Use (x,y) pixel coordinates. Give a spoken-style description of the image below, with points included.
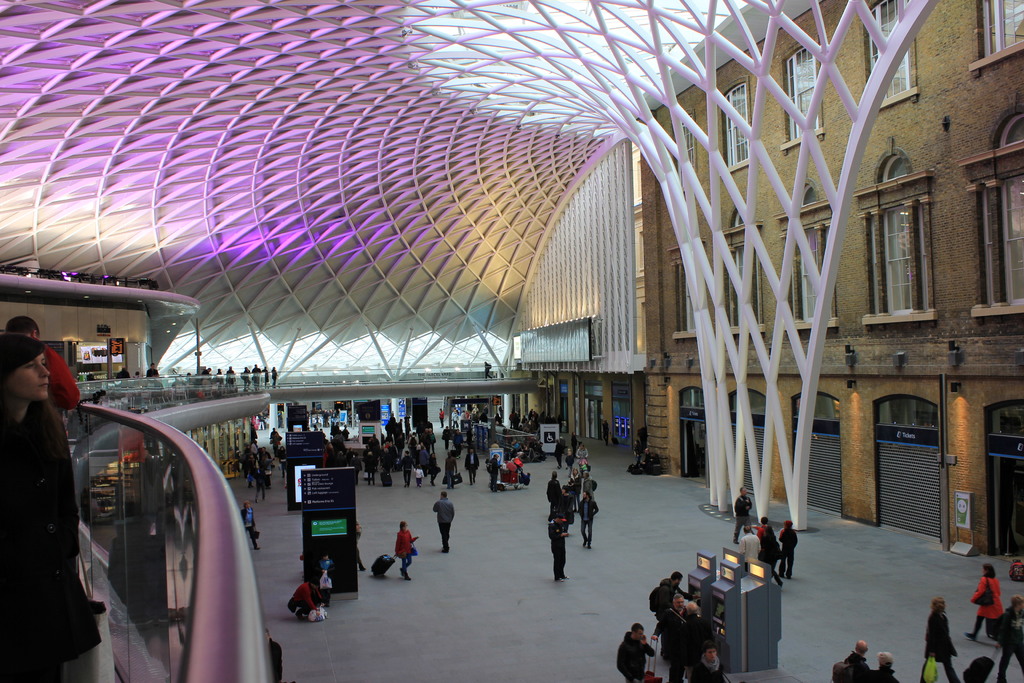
In this image I can see the group of people (325,591) with different color dresses (557,557). These people (556,570) are inside the building (552,595). I can see the railing (217,573), many boards (308,506) and also some machines (744,614). To the right (799,90) I can see the board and the windows (811,246) to the building (777,113).
